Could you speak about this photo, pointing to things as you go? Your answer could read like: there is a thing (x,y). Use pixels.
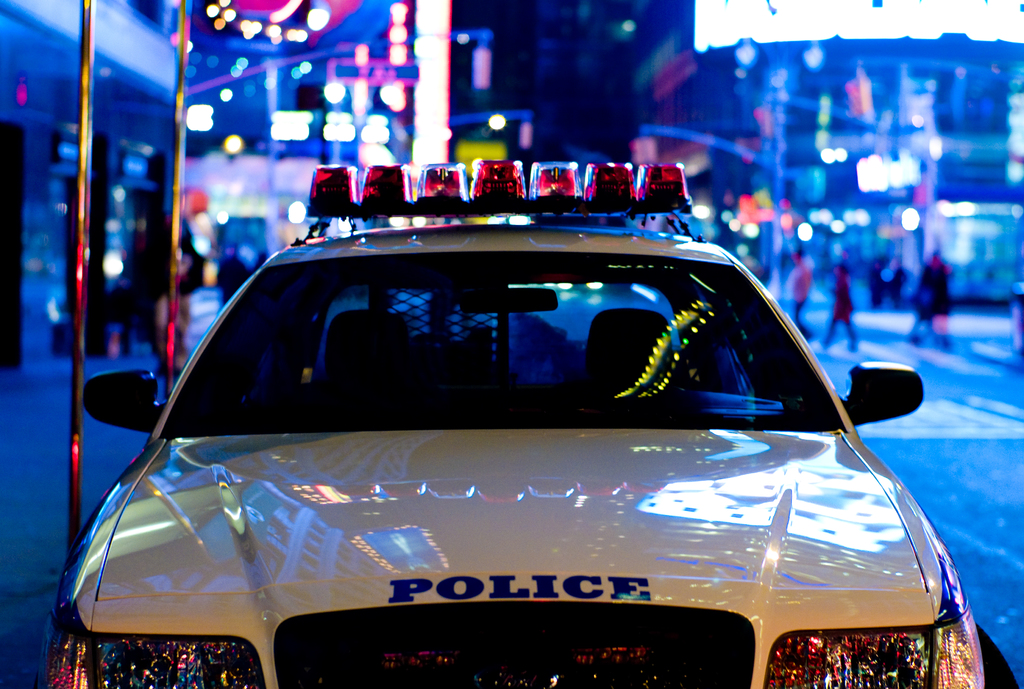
In this image we can see a police car (251,323) at the center of the image (639,435), behind it there are rods (189,3), buildings (222,36), lights (908,228), street lights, posters (435,73) and a group of people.
